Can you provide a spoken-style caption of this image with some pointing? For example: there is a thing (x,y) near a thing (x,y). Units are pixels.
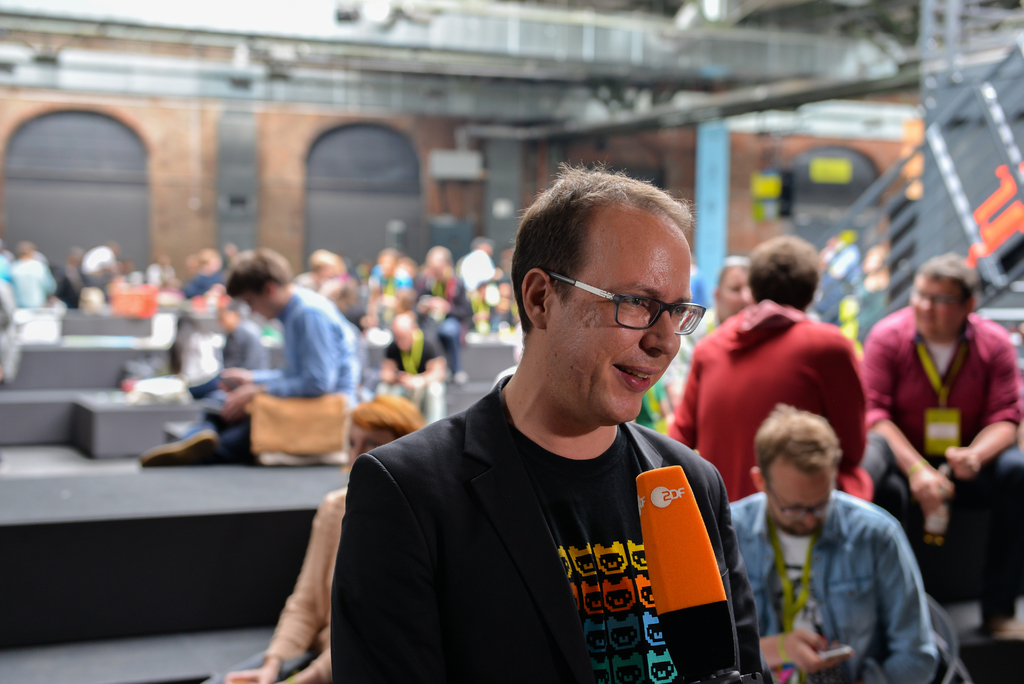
This picture shows an inner view of a building (440,54). Some lights (387,16) are attached to the ceiling (889,62), some objects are on the surface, some objects (788,184) are hanging on the wall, so many people (928,443) are sitting on tables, one person (554,435) is standing and some people (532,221) are holding some objects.
